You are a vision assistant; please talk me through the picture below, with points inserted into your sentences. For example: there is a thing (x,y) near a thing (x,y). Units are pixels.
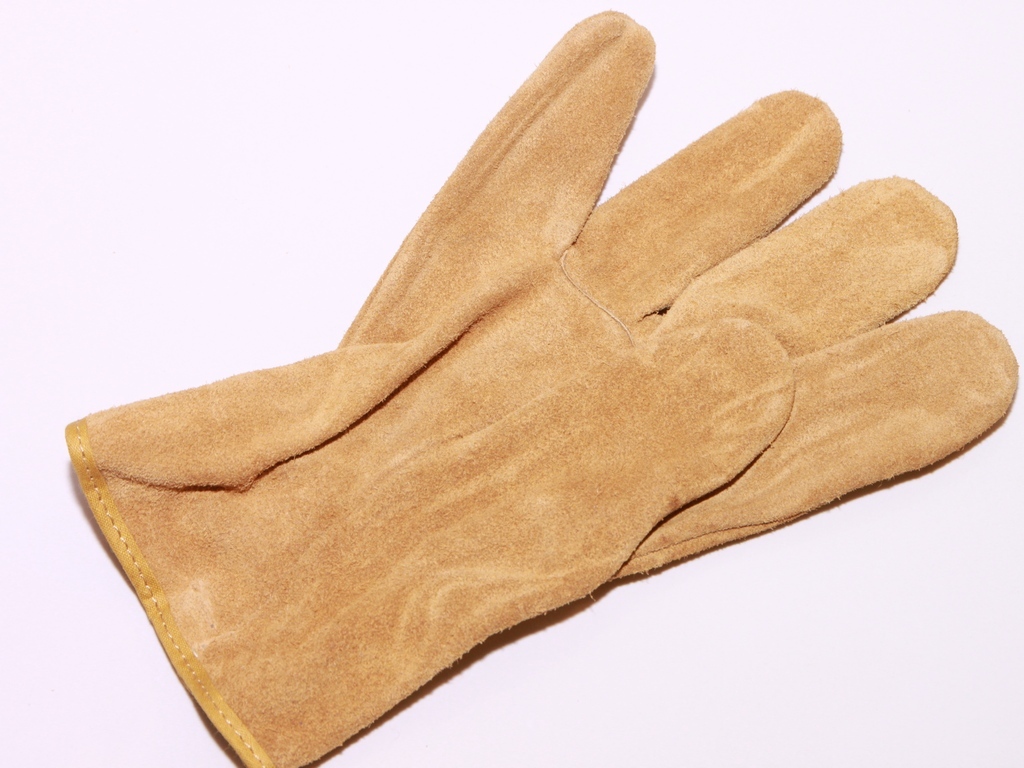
In this picture we can see a glove (503,363) on a platform (13,465).
